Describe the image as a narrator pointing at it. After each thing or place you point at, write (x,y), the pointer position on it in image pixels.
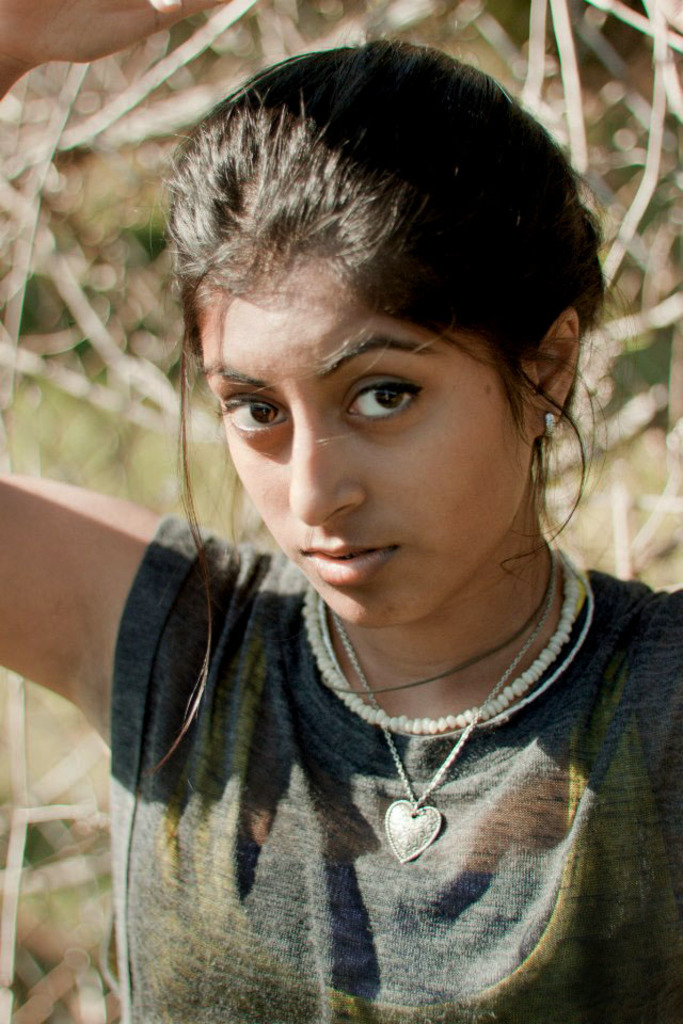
Here in this picture we can see a woman (328,529) present over a place (582,520) and behind her we can see plants (582,520) in blurry manner.
